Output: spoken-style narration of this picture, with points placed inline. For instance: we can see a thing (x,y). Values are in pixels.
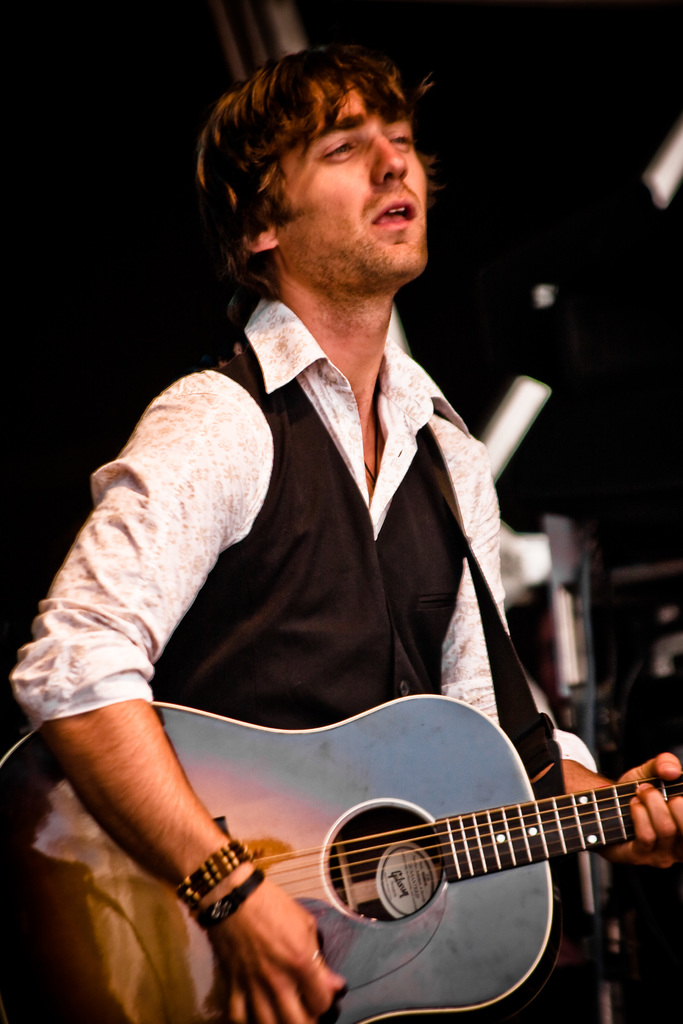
In the center (312,439) we can see one man (346,610) he is playing guitar (362,774) and he is singing.
